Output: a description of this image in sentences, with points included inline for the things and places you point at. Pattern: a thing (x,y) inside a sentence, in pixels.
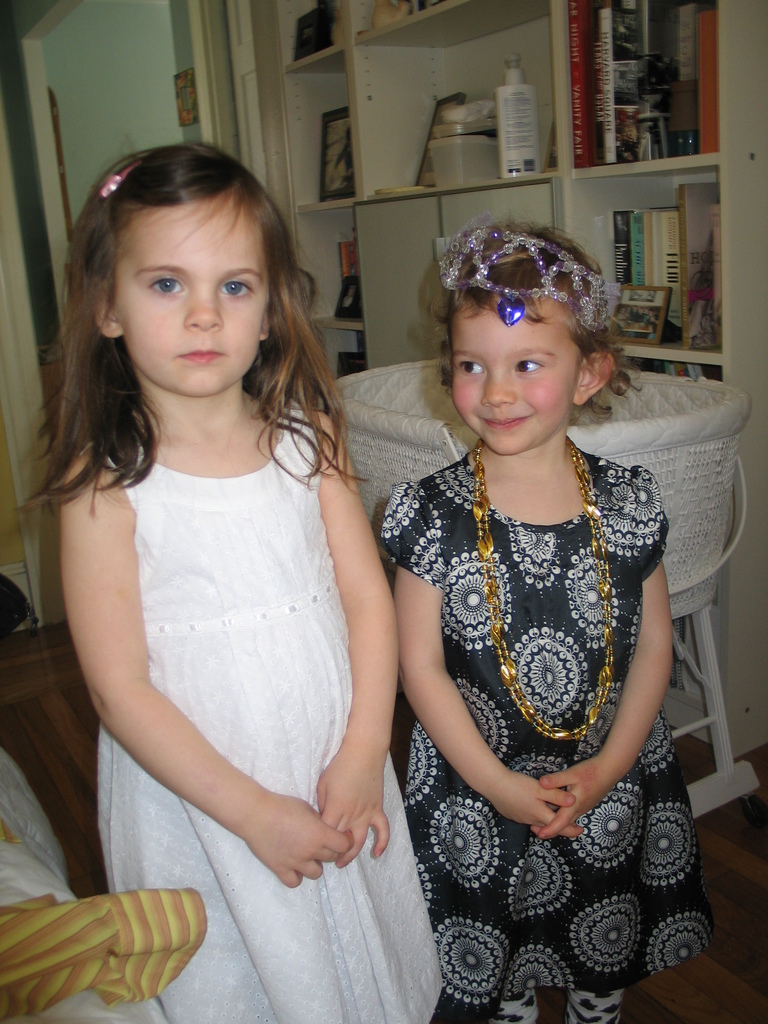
In the picture we can see two girl children (321,617) standing, one girl (97,587) is in white dress (117,775) and one girl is in black dress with some designs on it and beside them we can see a bassinet (694,450) which is white in color and beside it we can see shelves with something's in it like photo frames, cream bottles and books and beside it we can see a wall (145,91).
